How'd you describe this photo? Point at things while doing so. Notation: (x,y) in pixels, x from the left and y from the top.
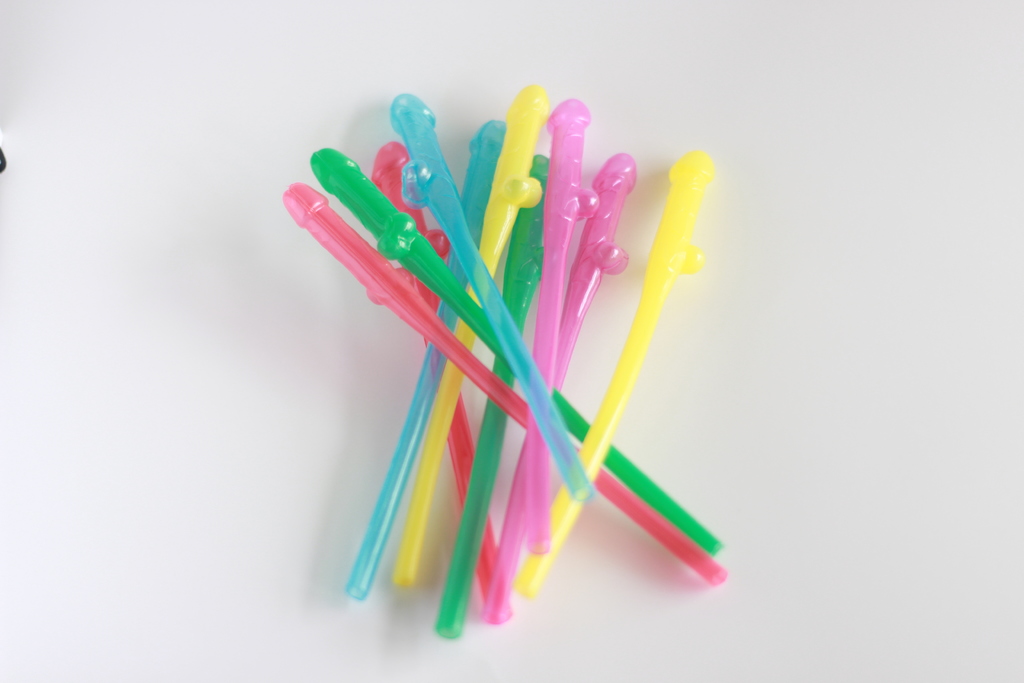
In this picture I can see there are few colorful sticks (450,417) placed on the white surface (242,606).
